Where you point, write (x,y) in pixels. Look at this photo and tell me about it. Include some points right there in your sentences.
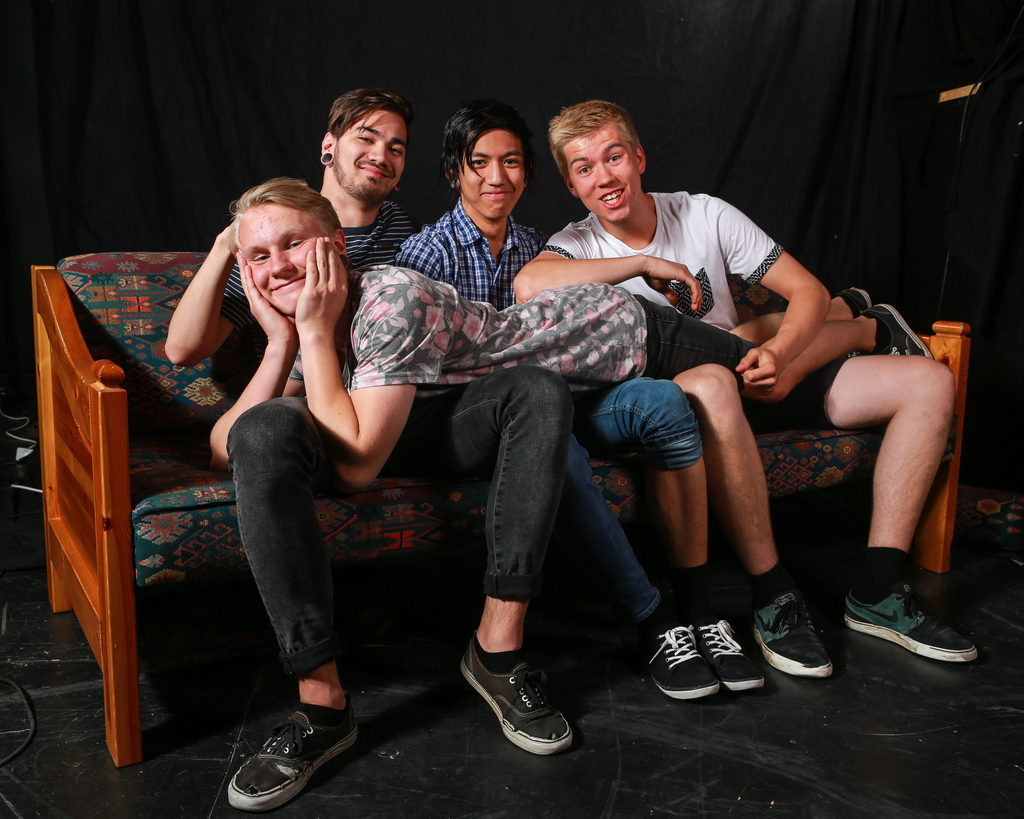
In this image in the center (464,347) there are group of persons (468,323) sitting on a sofa (216,411) and smiling. In the background (621,95) there is a black colour curtain (536,74).
